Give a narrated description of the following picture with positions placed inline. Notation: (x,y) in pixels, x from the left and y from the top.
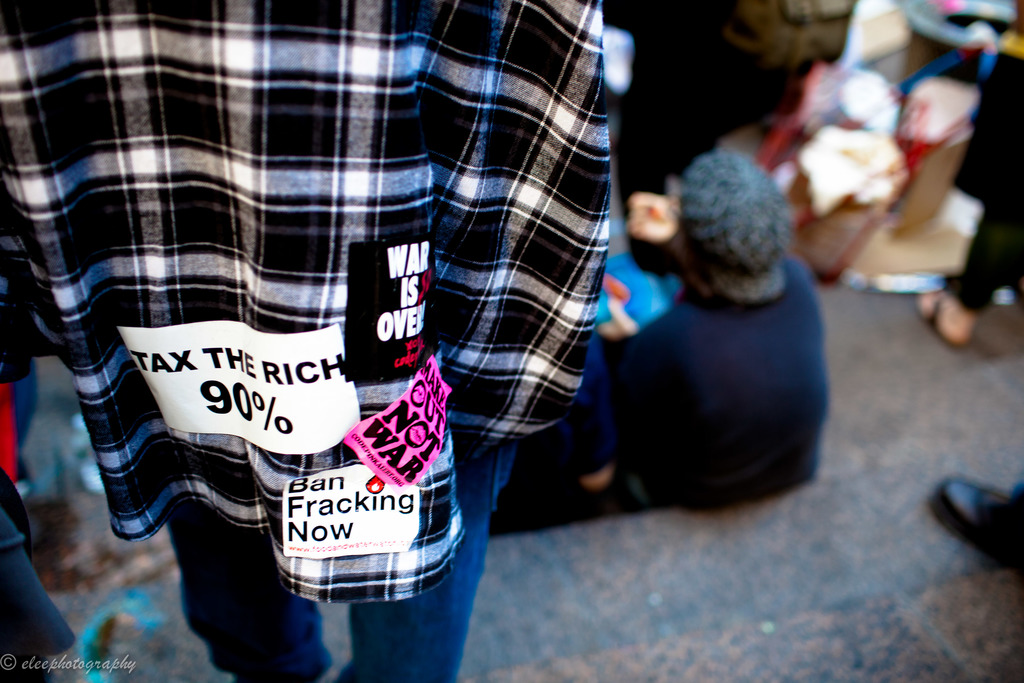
This picture describes about group of people (683,371), few (753,372) are seated and few (267,197) are standing, at the left bottom of the image (10,669) we can see a watermark (56,663).
